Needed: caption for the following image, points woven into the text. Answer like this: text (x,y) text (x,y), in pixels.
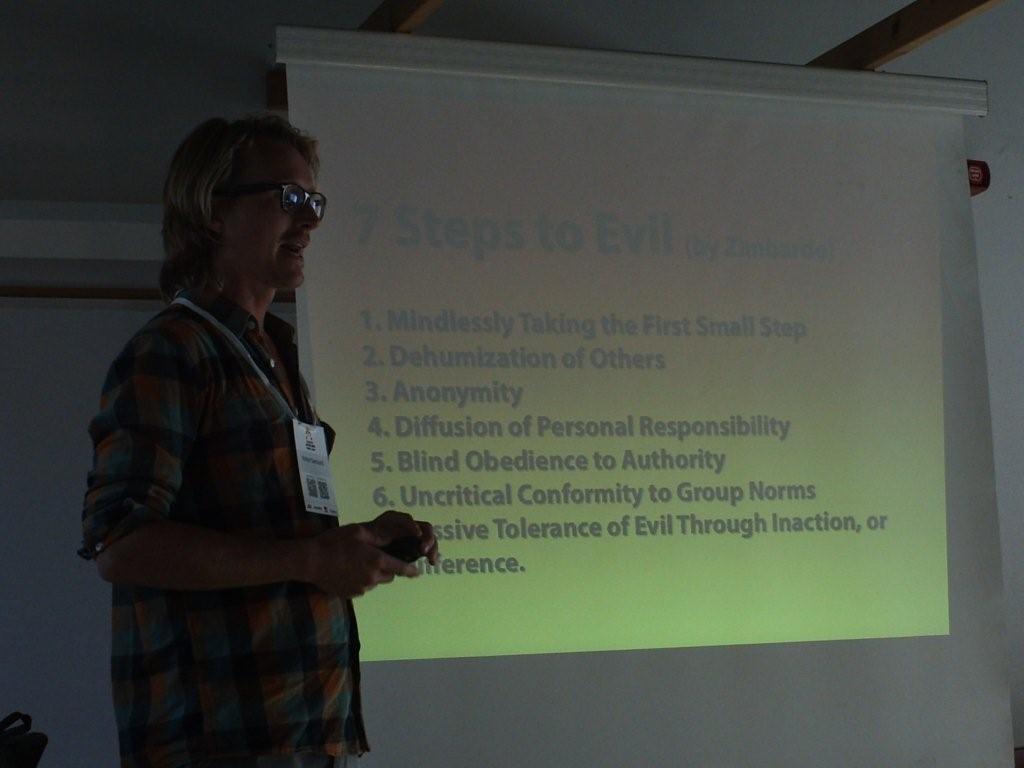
This image is taken indoors. In the background (96,386) there is a wall (56,344). In the middle of the image (605,436) there is a projector screen (643,326) with a text (632,495) on it. On the left side of the image (213,470) a man (224,412) is standing and he is holding a remote (403,549) in his hand (359,558).
